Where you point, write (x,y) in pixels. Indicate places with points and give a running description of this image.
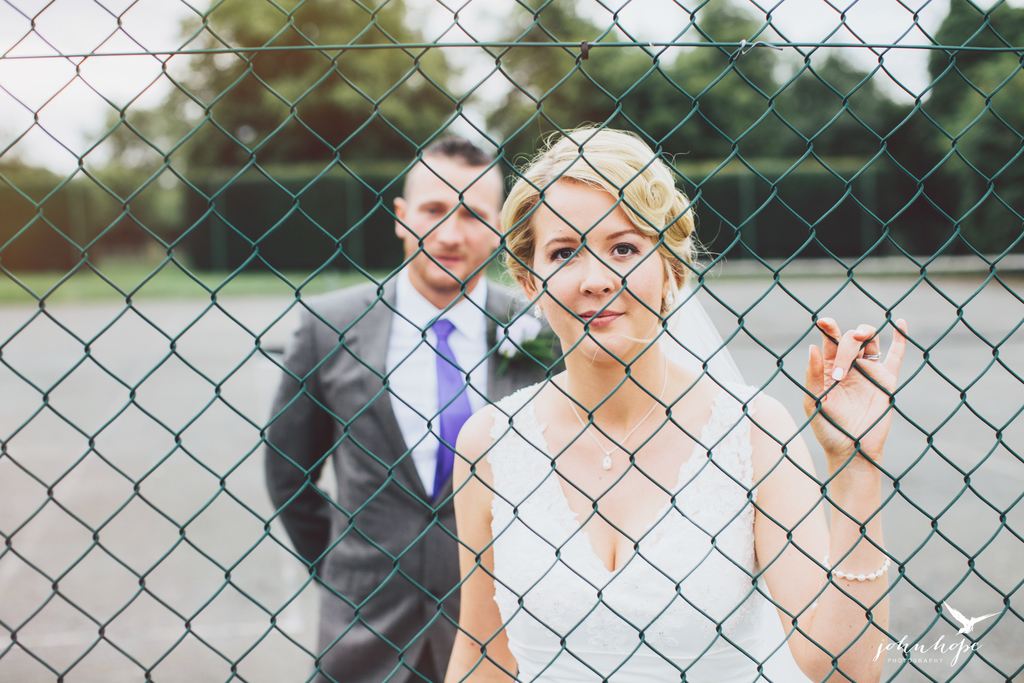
This is the man (426,672) and woman (561,285) standing. This looks like a fence (331,70). In the background (833,81), I can see the trees (822,73). At the bottom of the image (965,639), I can see the watermark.
